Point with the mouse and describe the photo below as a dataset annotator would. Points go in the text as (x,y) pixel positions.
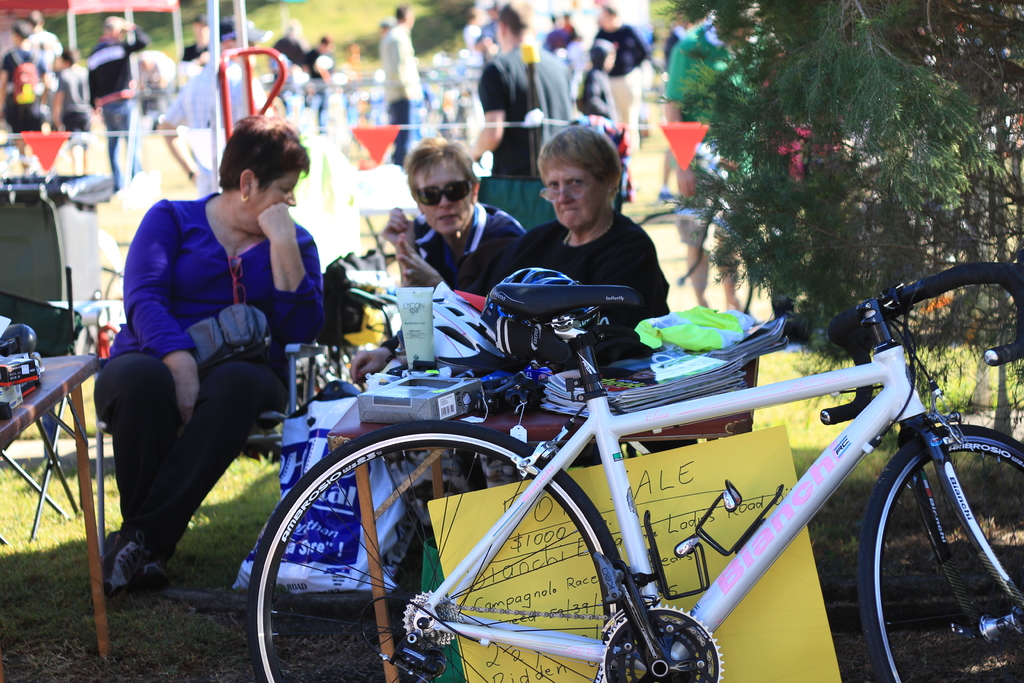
This picture shows three people (164,235) sitting on a chair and few people (609,97) standing at the back (167,111) and a bicycle (902,398) parked in front of them and a tree (757,0) on the side and there is a table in front of them, on the table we can see newspapers (742,372) and books (616,382).
